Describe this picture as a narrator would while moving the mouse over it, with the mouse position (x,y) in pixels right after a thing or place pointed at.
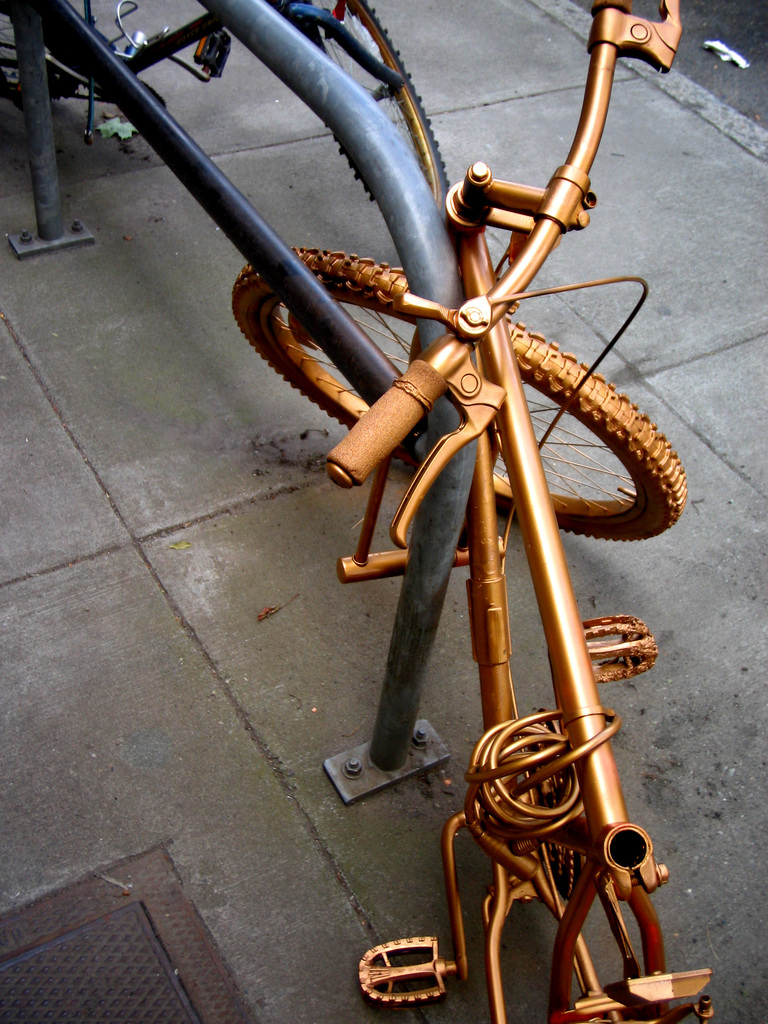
In this image we can see few bicycles (474,600). There is a metallic object (369,135) in the image. There is a metal lid (146,974) at the bottom of the image (136,968).
